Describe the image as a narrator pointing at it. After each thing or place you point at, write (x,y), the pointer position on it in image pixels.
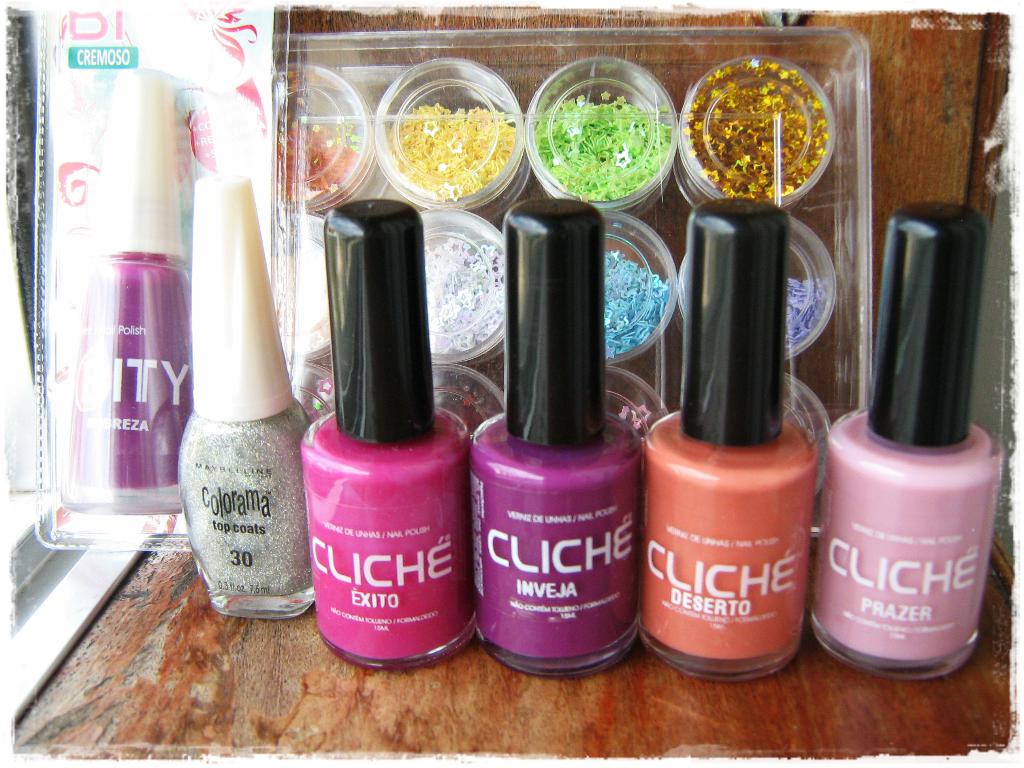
In this image I can see few bottles of nail paints (477,526) and on these bottles (346,456) I can see something is written. I can also see few plastic boxes (308,91) and in it I can see colourful things (492,259).
